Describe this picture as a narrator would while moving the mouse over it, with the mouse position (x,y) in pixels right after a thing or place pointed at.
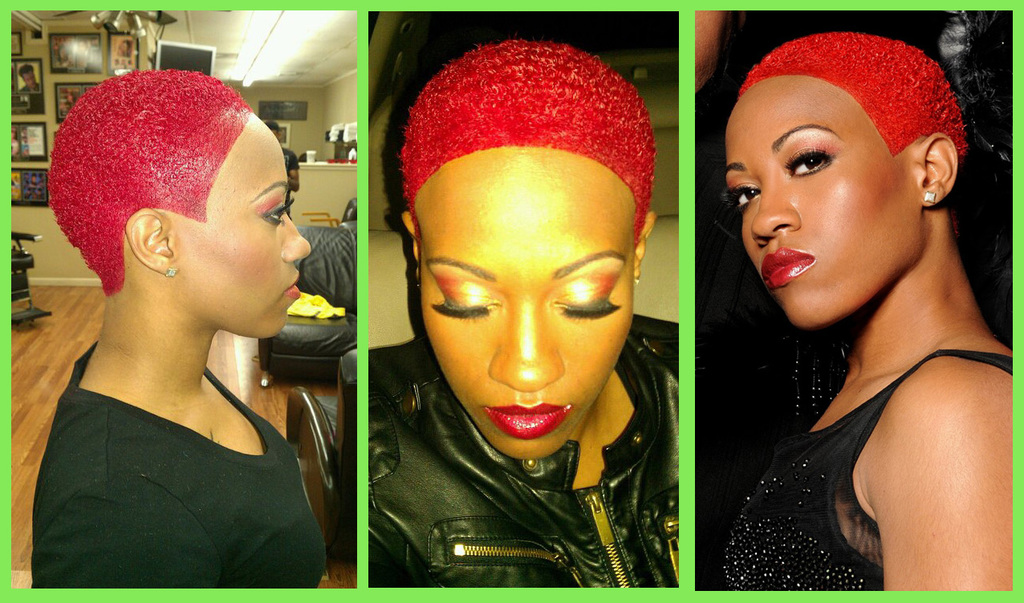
This is a collage image. In this image I can see the person (481,406) with the black color dress (398,498). In the background (59,119) I can see the couches (299,330), chair (31,309) and the frames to the wall (55,274). I can see the screen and the lights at the top (184,55).
